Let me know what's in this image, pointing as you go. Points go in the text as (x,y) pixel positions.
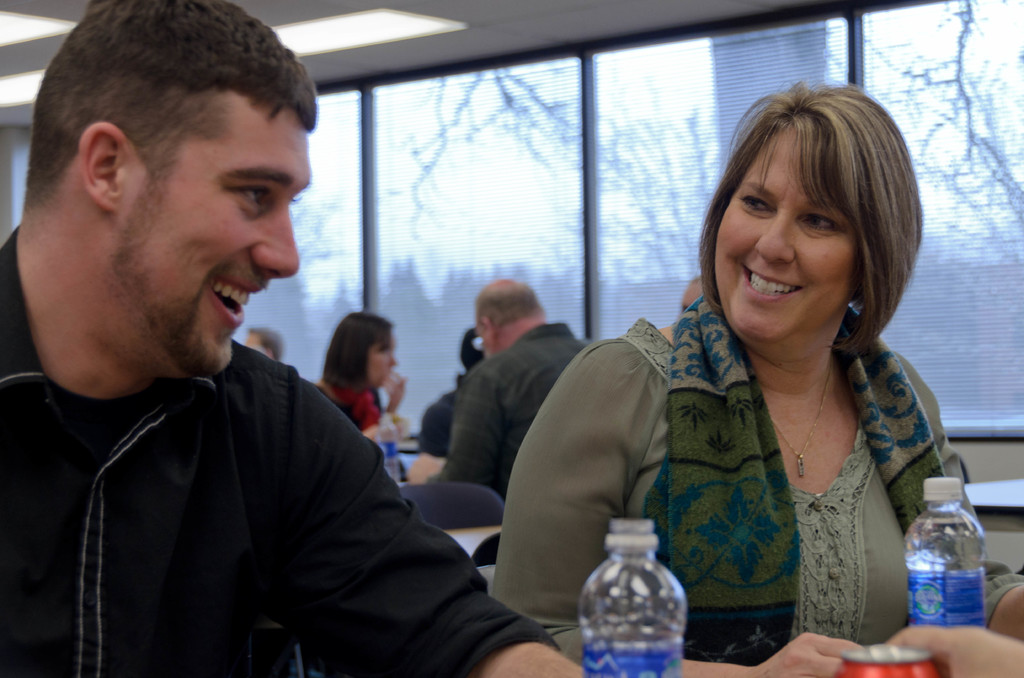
In this image there is a man (29,207) and woman (852,517) smiling and a water bottle (643,666), tin (902,666) and at the back ground (316,348) there are group of people (327,382) sitting, trees (674,165), and a glass (563,181).
